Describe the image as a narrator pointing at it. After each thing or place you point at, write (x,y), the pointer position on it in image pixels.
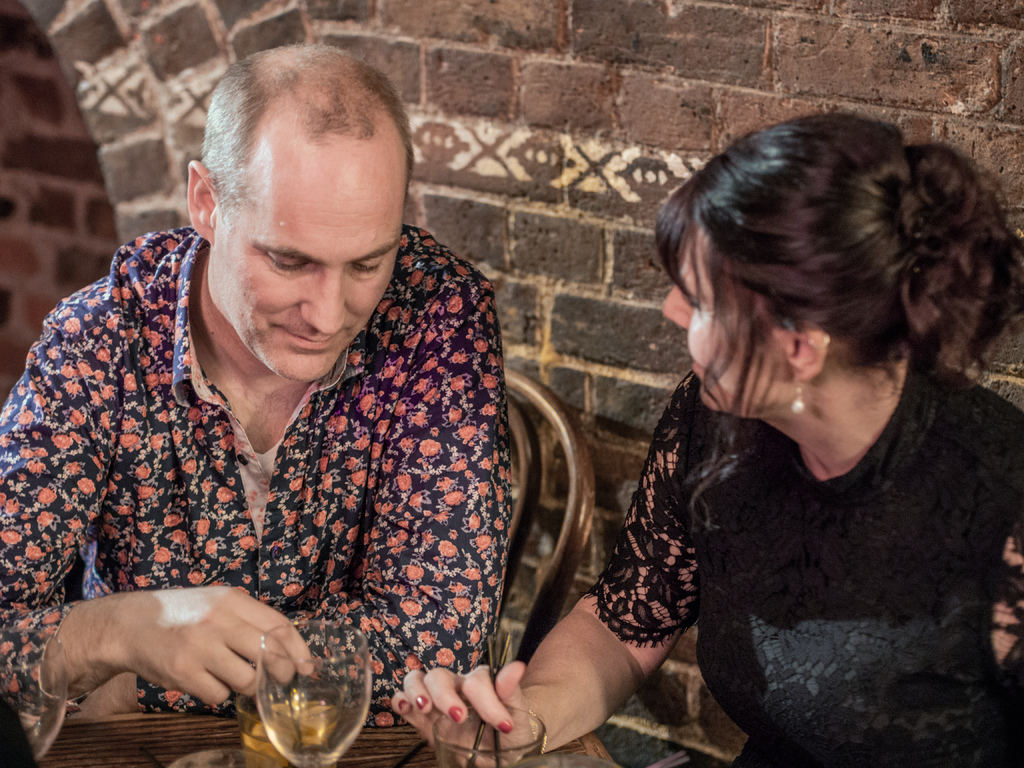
In this picture there is a man (454,432) and a woman (852,557) sitting in the chair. There is a glass (291,717) on the table (358,744).
